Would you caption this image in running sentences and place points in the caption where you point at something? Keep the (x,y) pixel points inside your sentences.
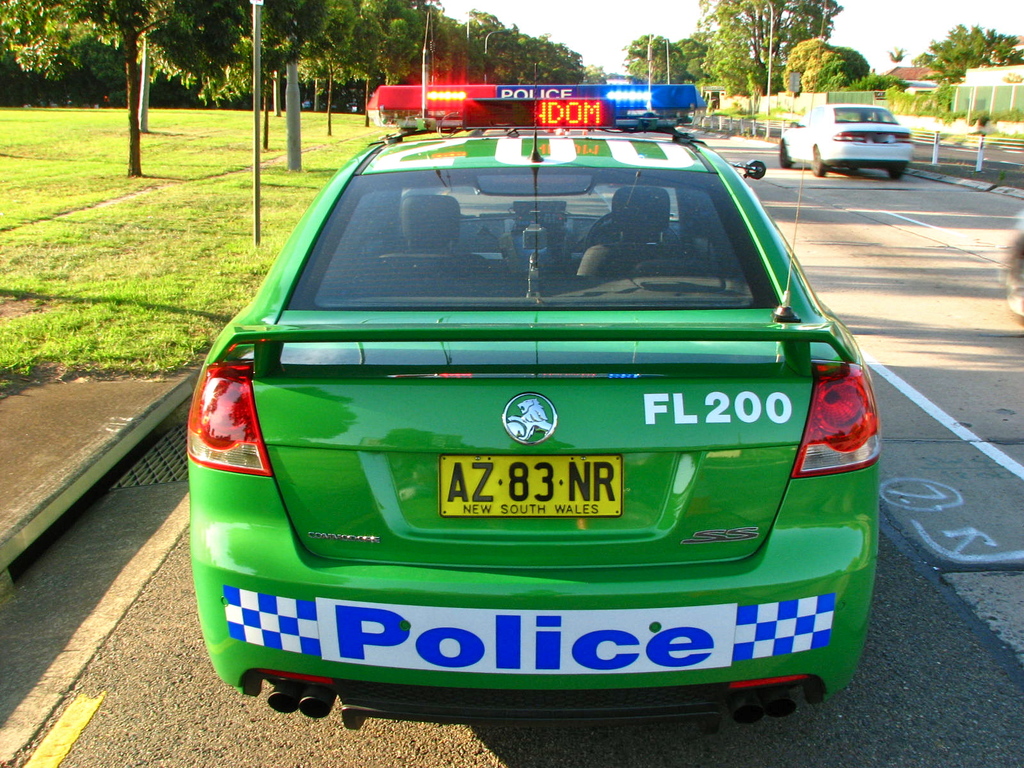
In this image we can see motor vehicles (564,415) on the road (895,209), street poles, street lights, buildings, trees (307,87), grass (128,305) and sky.
